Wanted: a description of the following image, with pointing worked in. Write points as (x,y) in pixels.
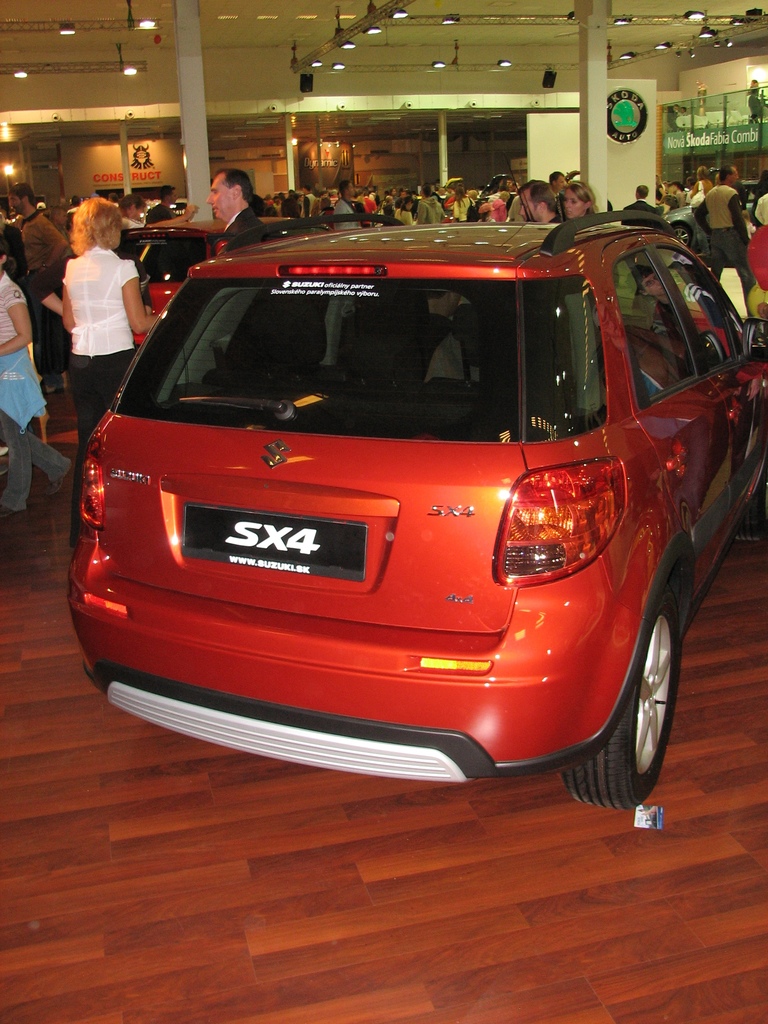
In this image, we can see a vehicle (359,542) is parked on the wooden floor (338,933). Background (643,140) we can see a group of people (731,204), few vehicles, pillars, walls (245,169). Top of the image (26,72), we can see lights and rods (686,41).
